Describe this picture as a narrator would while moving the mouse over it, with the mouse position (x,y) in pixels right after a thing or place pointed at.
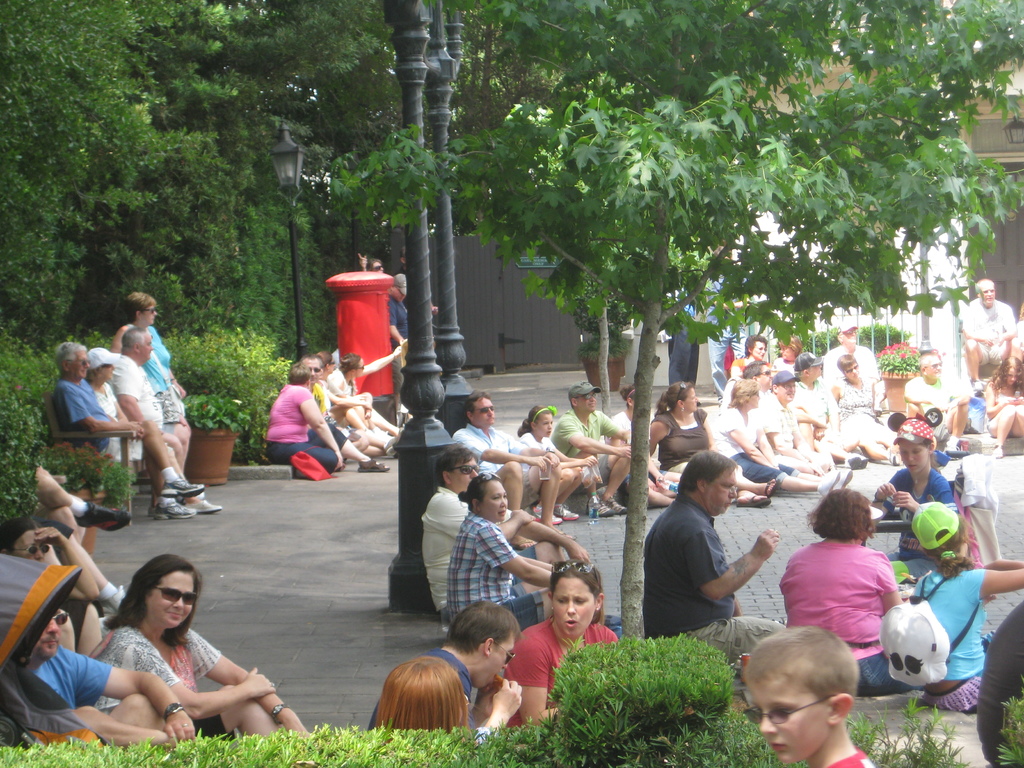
In this image, we can see people (822,550) wearing clothes (282,397). There are trees (778,68) at the top of the image (689,203). There are some plants (266,391) on the left (207,378) and at the bottom of the image (698,693). There are poles (417,225) in the middle of the image (421,317).
